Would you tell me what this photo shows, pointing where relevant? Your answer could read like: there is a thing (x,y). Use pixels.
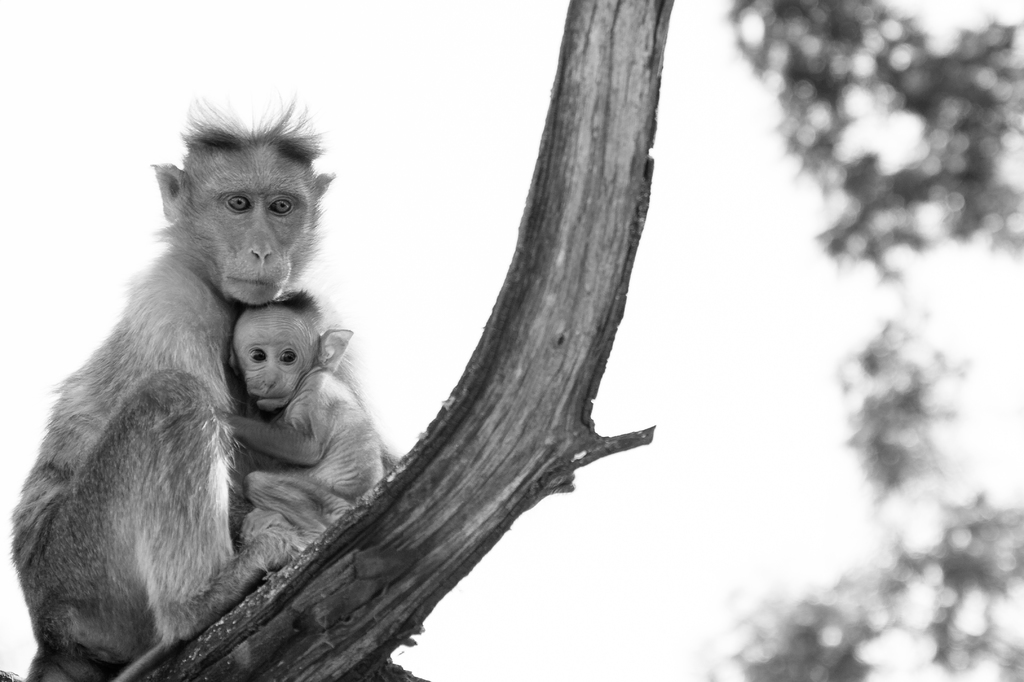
In this image on a branch (506,451) there are two monkeys (240,455). In the background (869,55) there are leaves (883,186). The background (890,165) is blurry.
